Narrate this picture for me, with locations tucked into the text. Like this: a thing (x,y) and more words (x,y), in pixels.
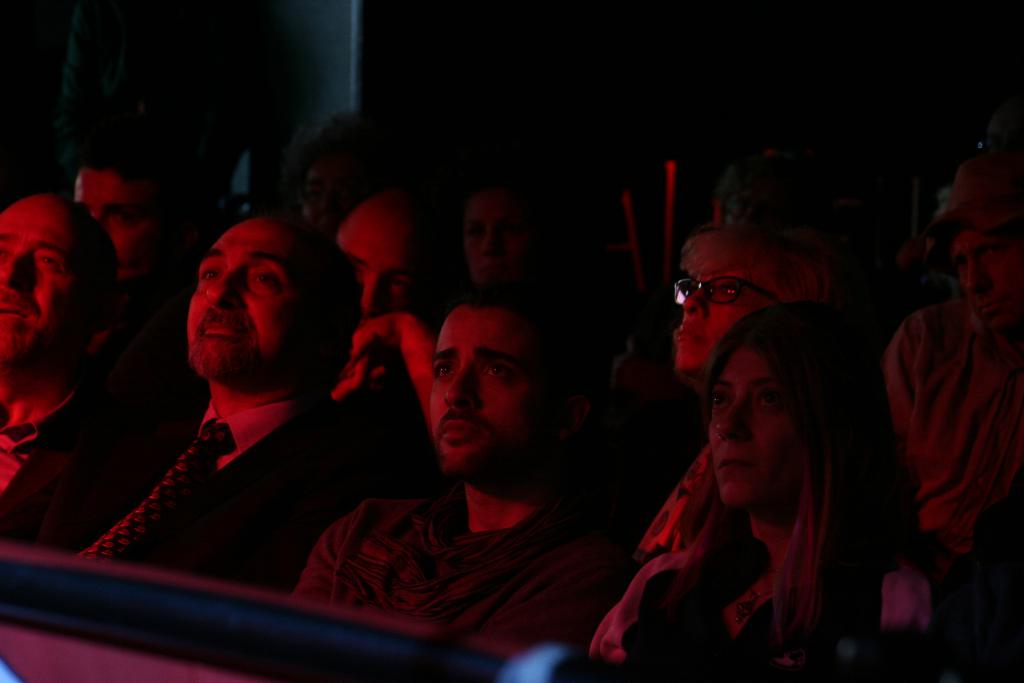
In this image there are people (197,513) sitting on chairs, in the background (719,81) it is dark.
